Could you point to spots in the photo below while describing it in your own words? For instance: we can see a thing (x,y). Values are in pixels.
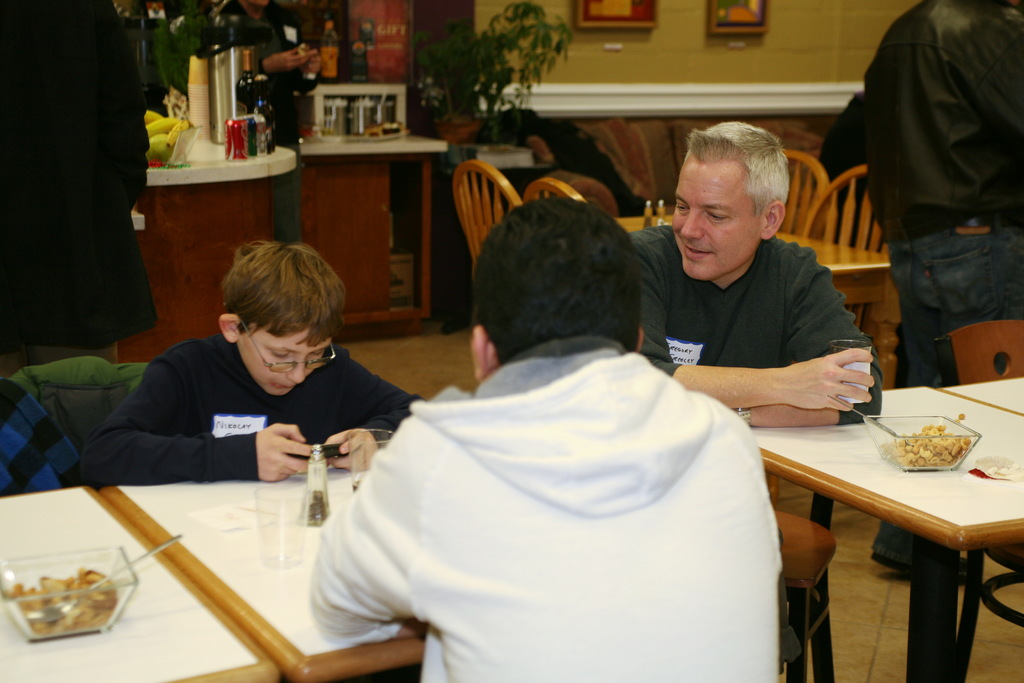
As we can see in the image there are few people (475,412), chairs (484,176) and tables (183,574) and on table (249,562) there are bowls (93,603) and spoons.
